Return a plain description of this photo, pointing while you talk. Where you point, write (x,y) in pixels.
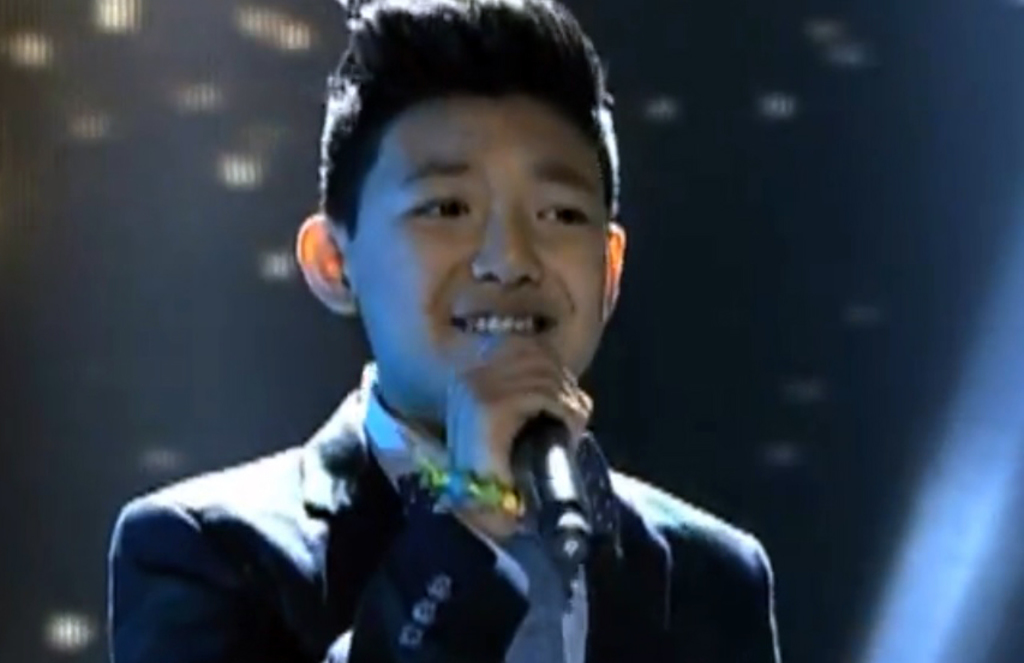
This image consists of a boy (494,528) wearing black suit (470,533) and holding a mic (562,531). In the background (168,34), there is a screen (223,6). It looks like he is singing.
